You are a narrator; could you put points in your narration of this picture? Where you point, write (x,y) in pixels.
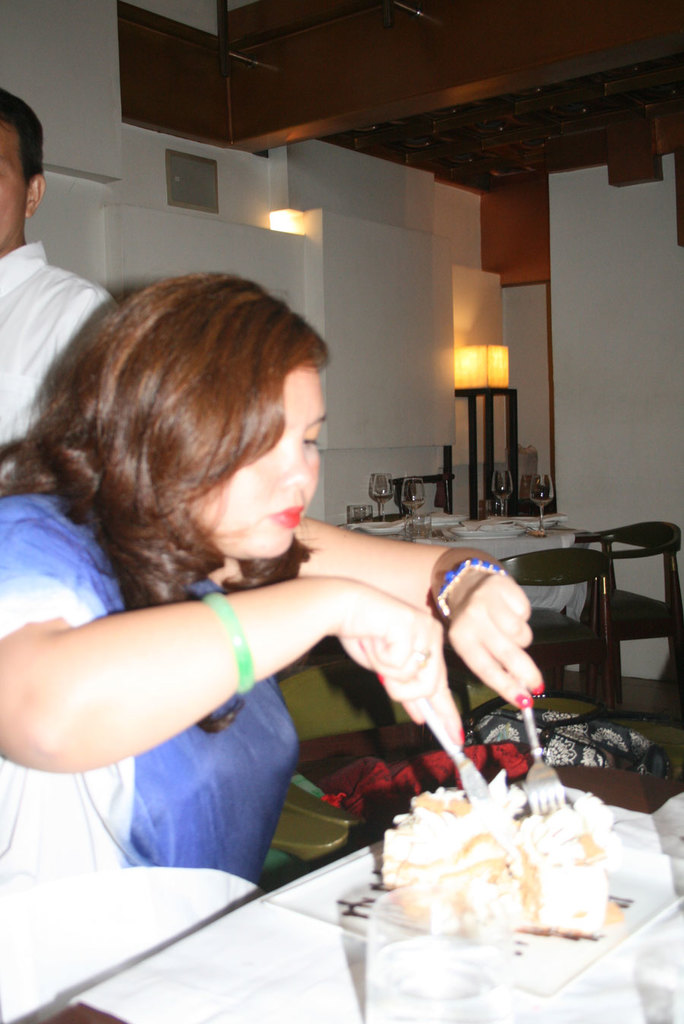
In this picture a woman (231,822) is sitting on the chair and eating food (529,822) with the help of a fork (538,785).
